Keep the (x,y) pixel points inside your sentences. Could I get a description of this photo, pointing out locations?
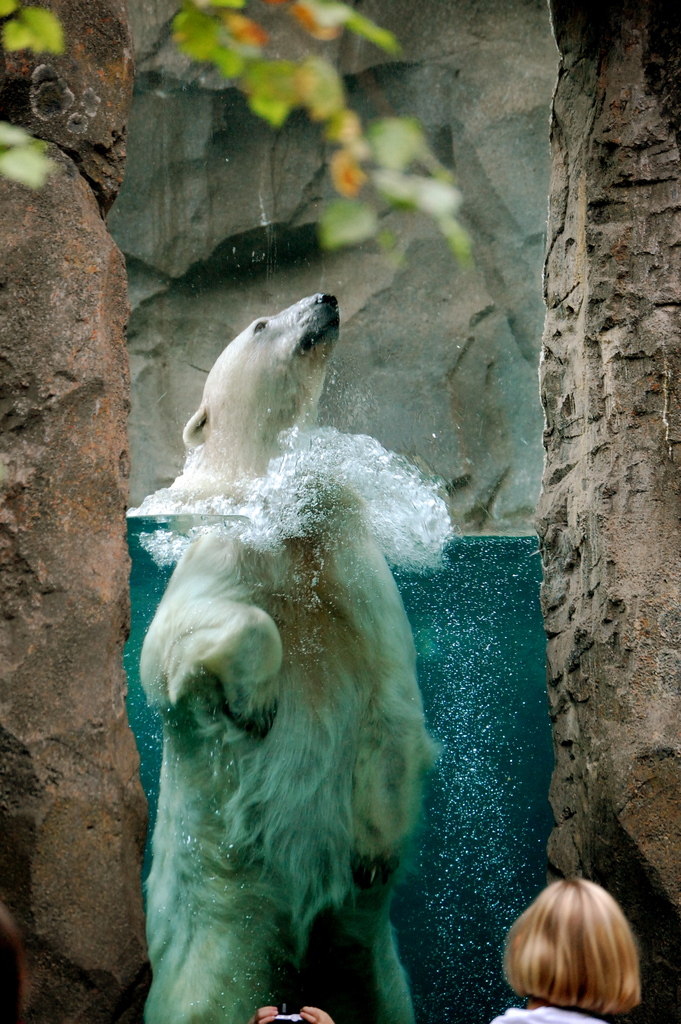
In this image we can see an animal (260,553), water (356,441), rocks (600,874), and leaves (195,19). At the bottom of the image (585,1023) we can see a person (581,948) who is truncated.
